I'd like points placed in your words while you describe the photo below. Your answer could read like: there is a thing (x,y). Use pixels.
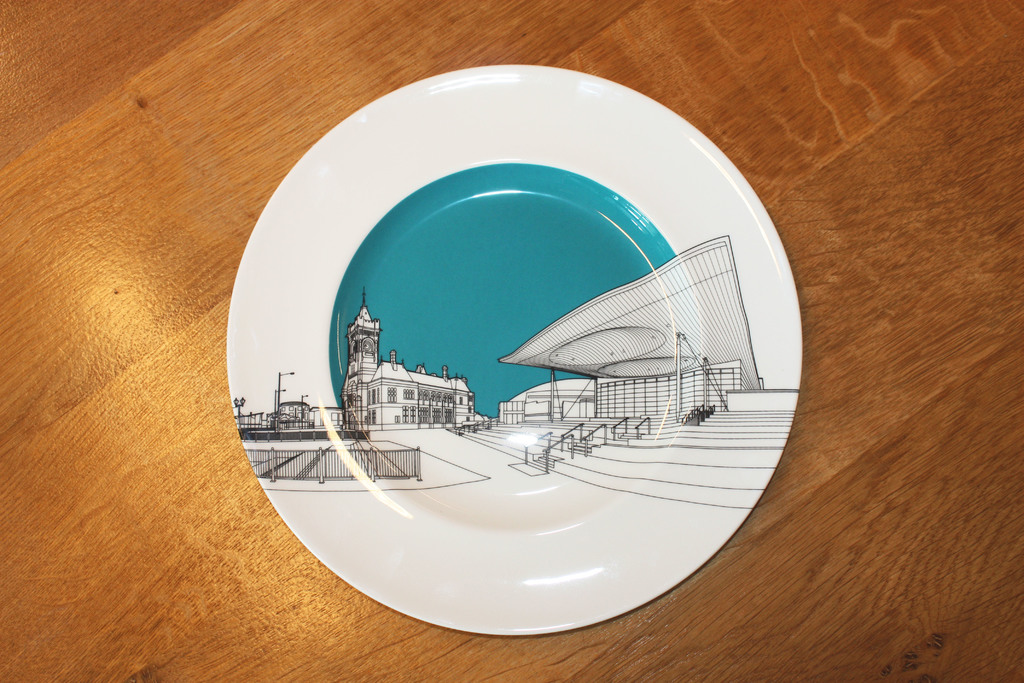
In this picture there is a white plate (739,262) which is kept on the table (827,427). In that plate (532,495) i can see some design (428,455) which looks like the building (412,401), railing (684,425), shed (574,322), street light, poles (281,372), fencing (391,463) and other buildings (308,403).
